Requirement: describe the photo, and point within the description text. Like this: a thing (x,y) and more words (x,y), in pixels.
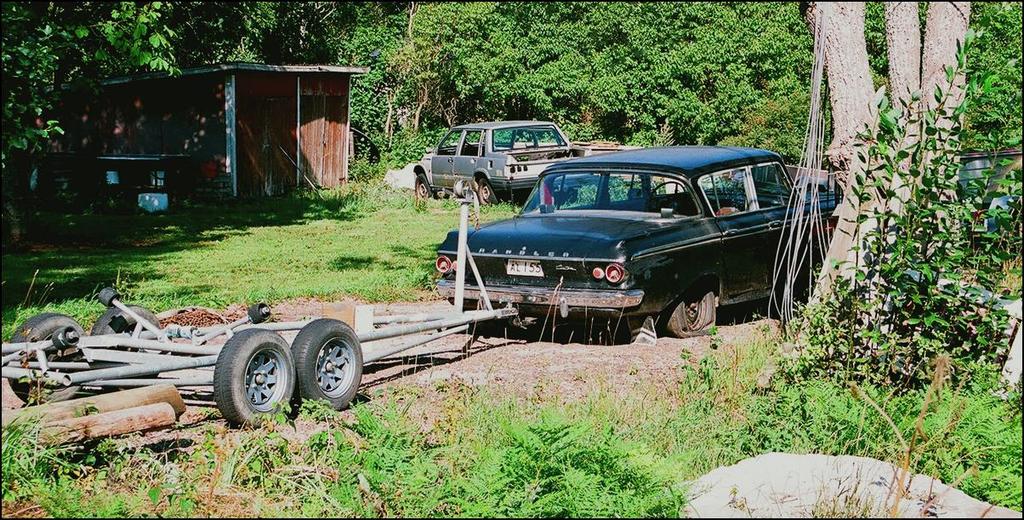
In the image in the center (494,314) we can see few vehicles (535,242), trees (482,86), tires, rods (49,345), sticks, grass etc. In the background (265,107) we can see wooden house (289,120), trees (555,7), plants (358,180), grass (276,218) etc.
